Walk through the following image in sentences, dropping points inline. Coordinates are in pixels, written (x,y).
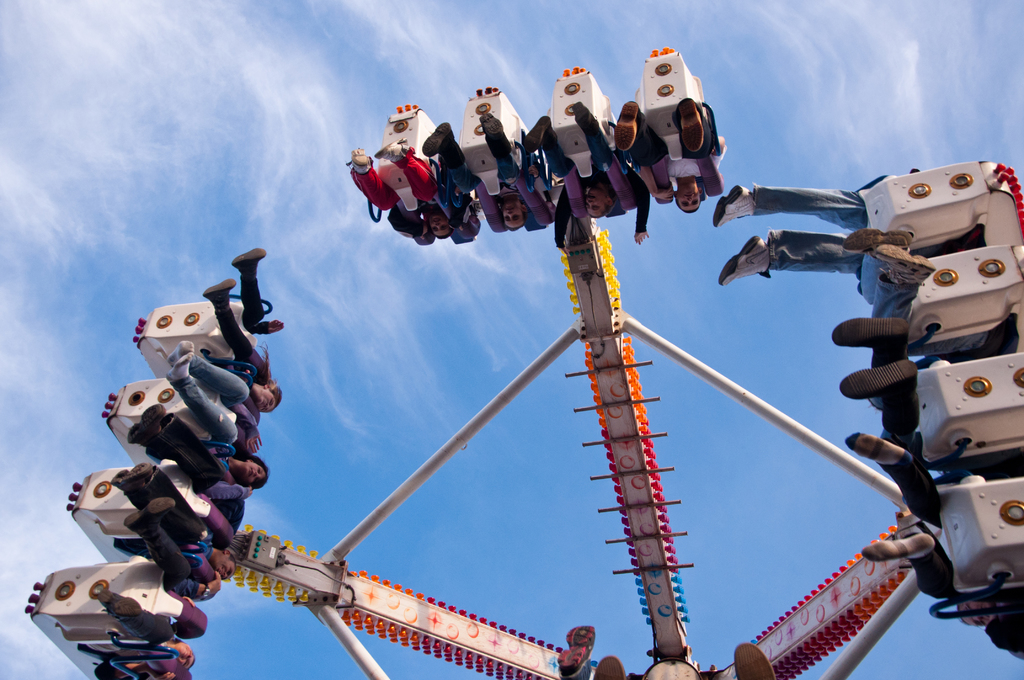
It is a ride (446,200), there are people (597,216) in it.
